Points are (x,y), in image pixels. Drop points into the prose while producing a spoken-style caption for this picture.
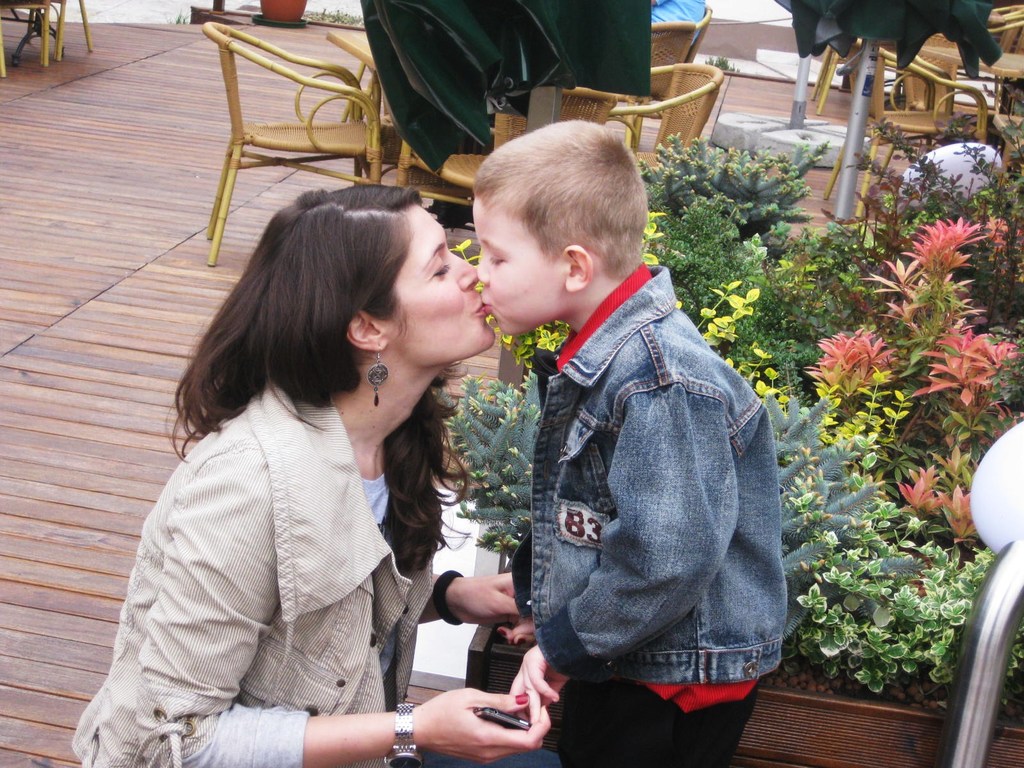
It seems to be outdoor restaurant (151,219). There is boy (560,378) and woman (334,379) wearing jacket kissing each other and there are plants (853,319) beside them, there are chairs (651,108) and tables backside of them.
